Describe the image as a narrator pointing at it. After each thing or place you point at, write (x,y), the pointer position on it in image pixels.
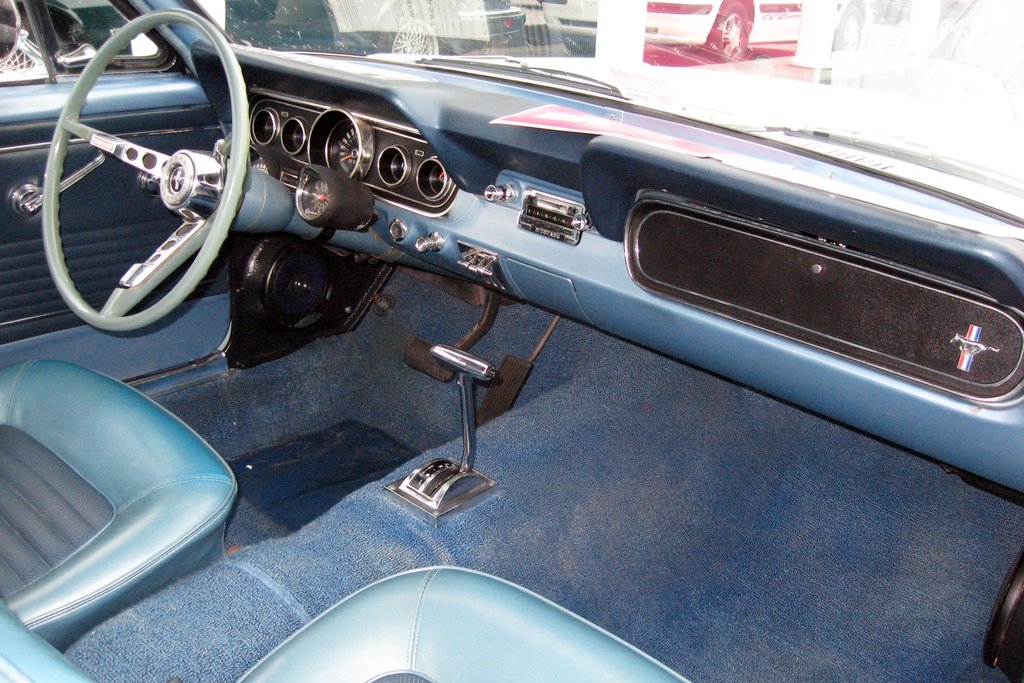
It is an inside part of a car (576,432), on the left side (172,202) it is the steering (172,202).
